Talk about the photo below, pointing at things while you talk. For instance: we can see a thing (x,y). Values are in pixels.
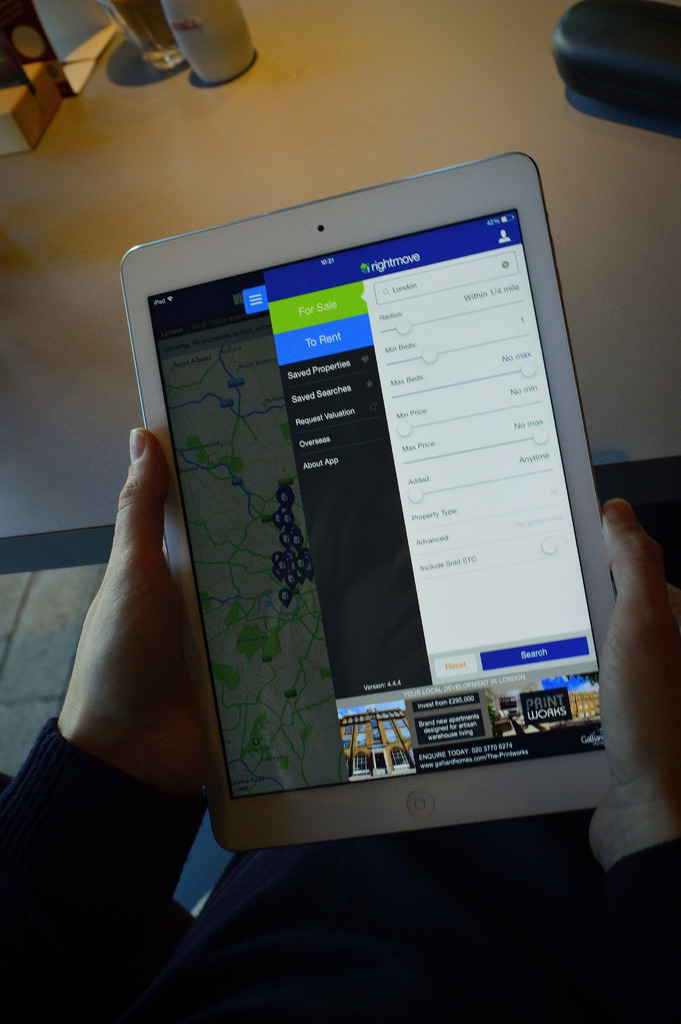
In this picture there is a person (23,874) holding the tab (211,247). There is a glass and there are some objects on the table (115,485). On the screen (316,403) of the tab (289,491) there is a text (205,322).
